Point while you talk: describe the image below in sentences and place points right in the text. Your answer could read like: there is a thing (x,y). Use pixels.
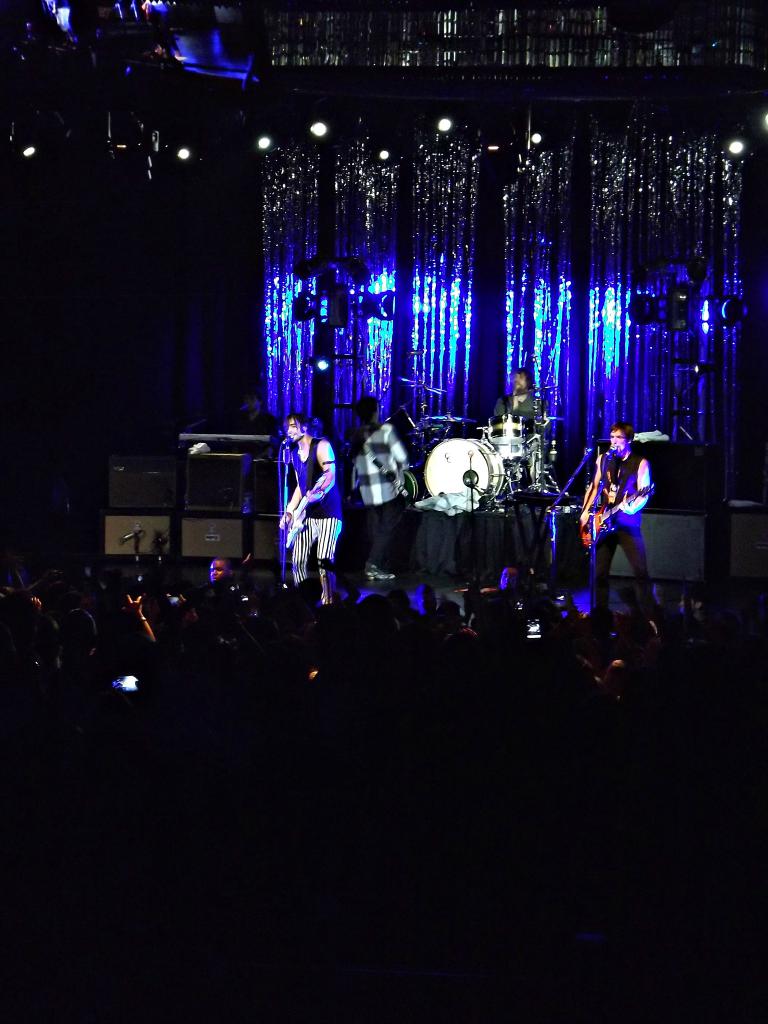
In this image there are group of people (390,749), drums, speakers (272,509), group of people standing on the stage (409,577) and holding the musical instruments (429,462), focus lights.
